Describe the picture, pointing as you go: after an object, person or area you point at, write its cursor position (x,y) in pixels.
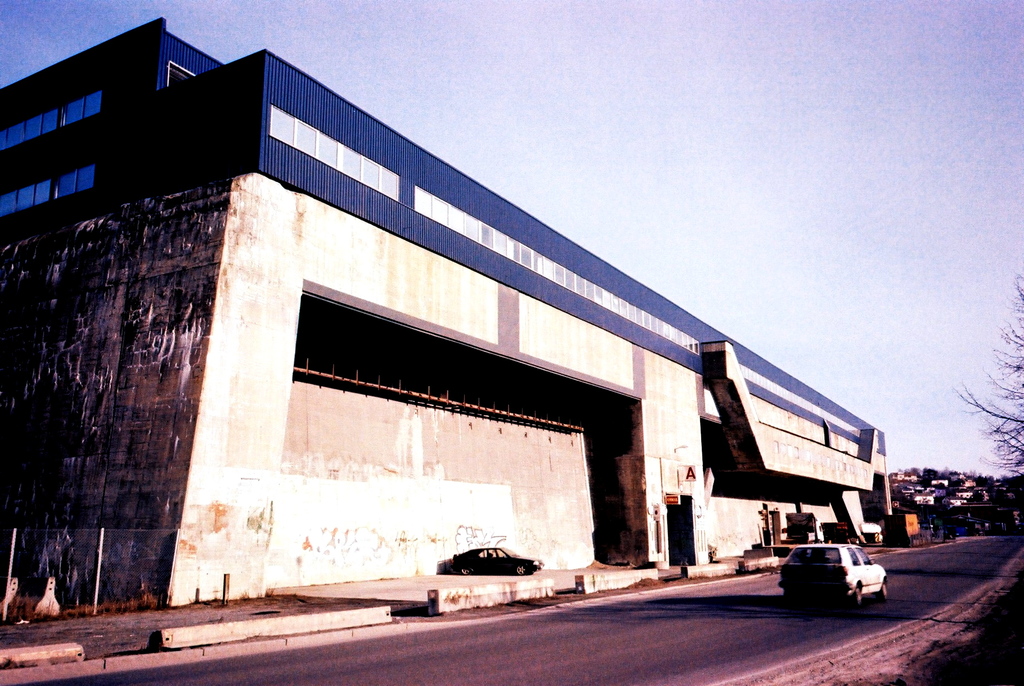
In this picture we can see a car (860,575) on the road (611,682), buildings (689,553), trees (936,501) and in the background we can see the sky (781,215).
